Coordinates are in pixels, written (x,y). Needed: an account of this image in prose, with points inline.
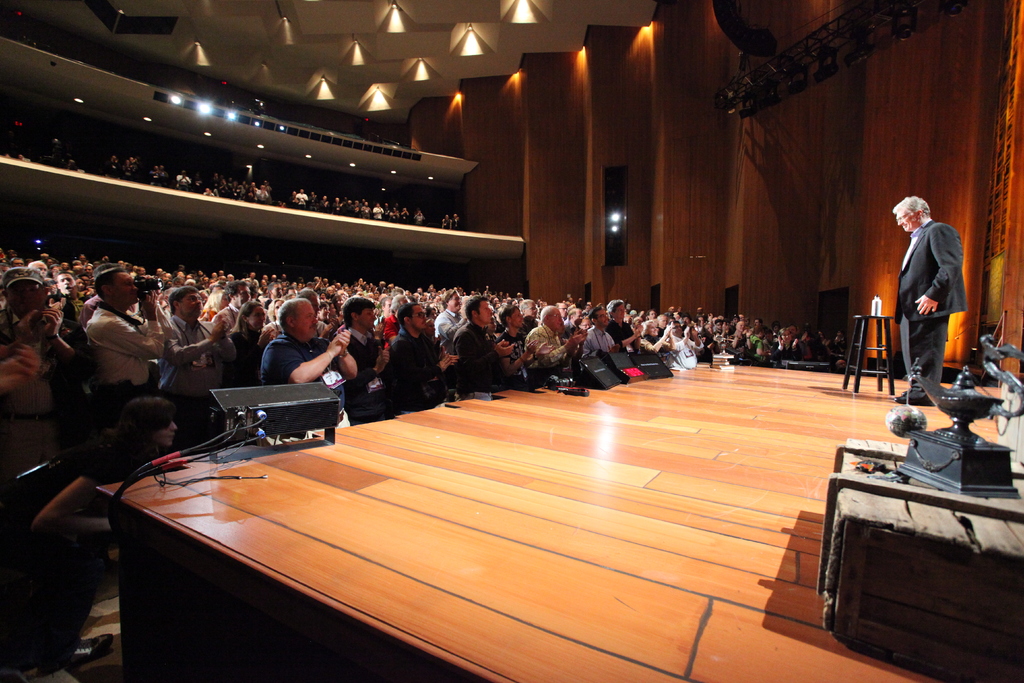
In this picture we can see group of persons (497,297). This is floor (621,524) and there is a man (897,281) standing on the floor (802,384). Here we can see lights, stool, and a wall (869,308).
